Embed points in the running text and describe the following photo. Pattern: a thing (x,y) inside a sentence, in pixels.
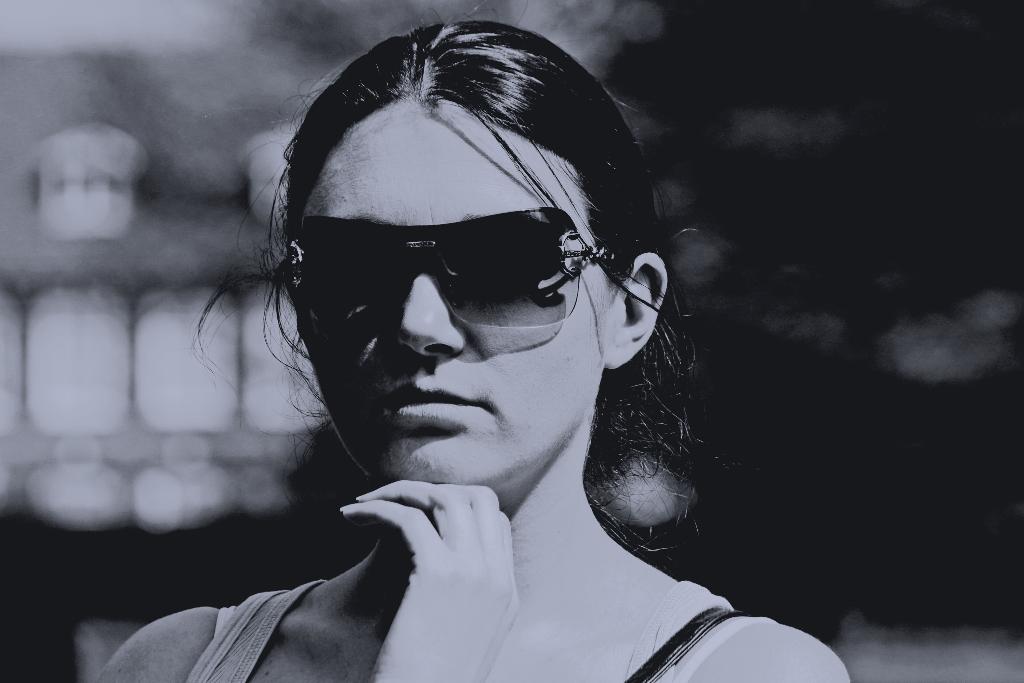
This is a black and white image. Here I can see a woman (353,392) wearing goggles (443,274) and looking at the picture. The background (789,115) is blurred.
